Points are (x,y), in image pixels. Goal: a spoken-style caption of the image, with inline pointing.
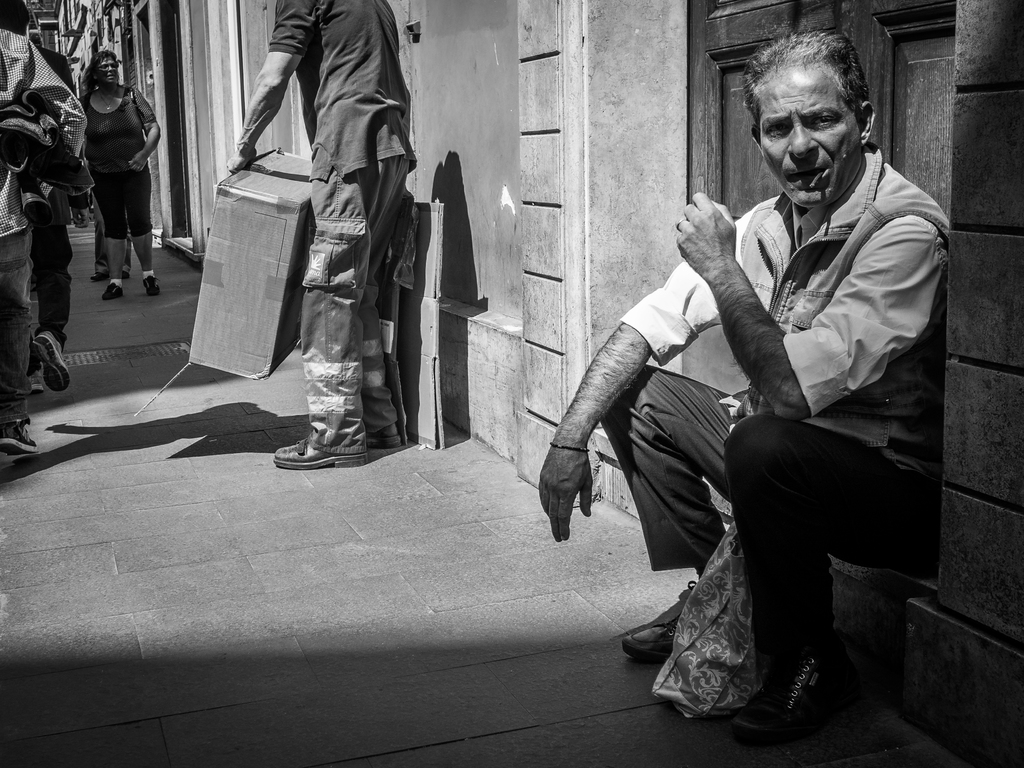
In this black and white picture there are a few people (50,238) walking on the ground (173,405). To the right (818,360) there is a man (865,463) sitting. In the center (373,256) there is a man (319,214) standing and holding a box (309,225) in his hand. Behind them there is a wall (510,52).
